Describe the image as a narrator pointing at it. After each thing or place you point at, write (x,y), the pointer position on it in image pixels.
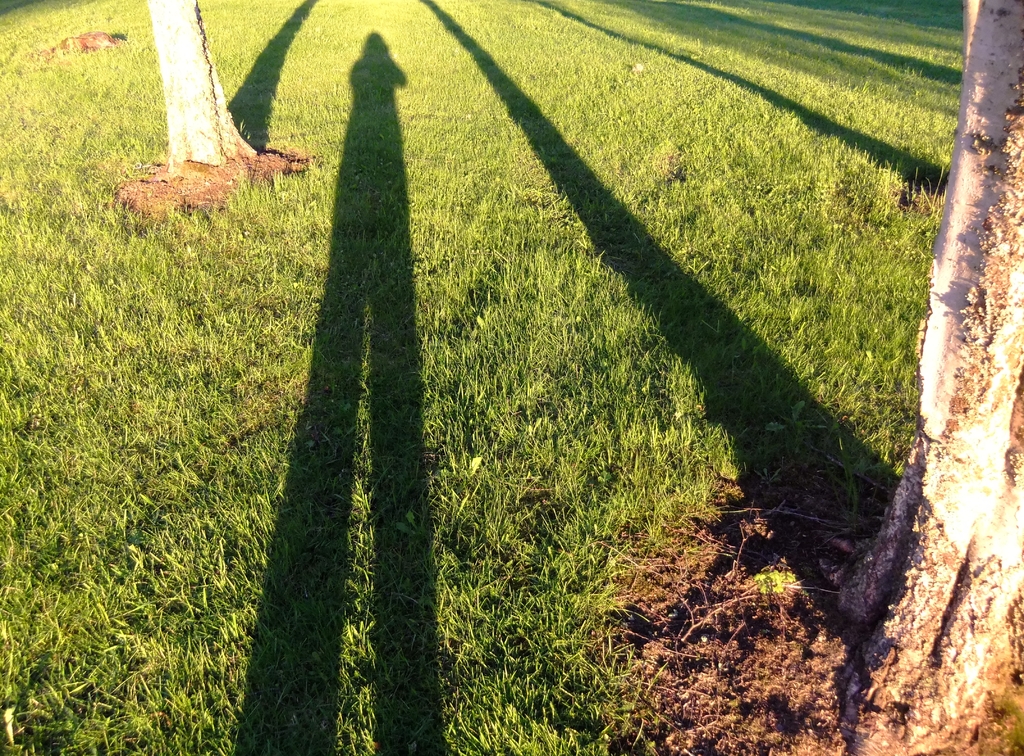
In the foreground of the picture (909,353) there are trees (175,117), red soil (756,627), grass (355,370) and shadows (355,219). At the top (327,58) there is grass (446,70).
